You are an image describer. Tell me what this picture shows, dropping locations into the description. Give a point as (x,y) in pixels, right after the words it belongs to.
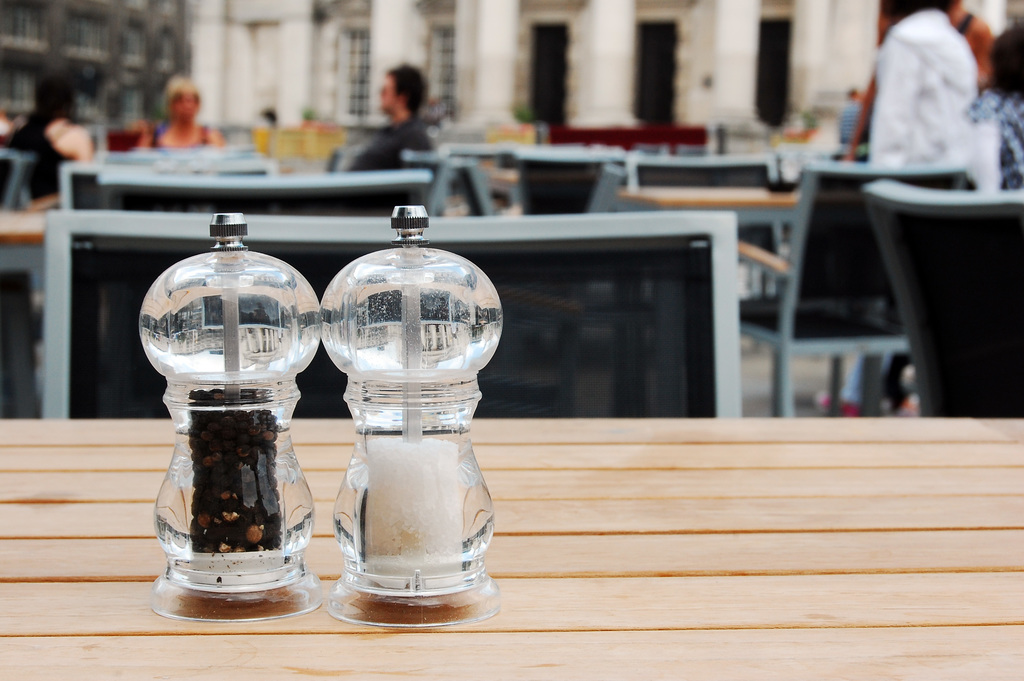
In this picture there are chairs (728,391) and tables (660,497). It is looking like a restaurant (480,160). Many people (927,151) are sitting on chairs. There are two bottles (238,496) on the table (507,571) one bottle (208,503) is containing black pepper (260,511) another is containing salt (415,460). In the background (292,45) there is building (276,55).
